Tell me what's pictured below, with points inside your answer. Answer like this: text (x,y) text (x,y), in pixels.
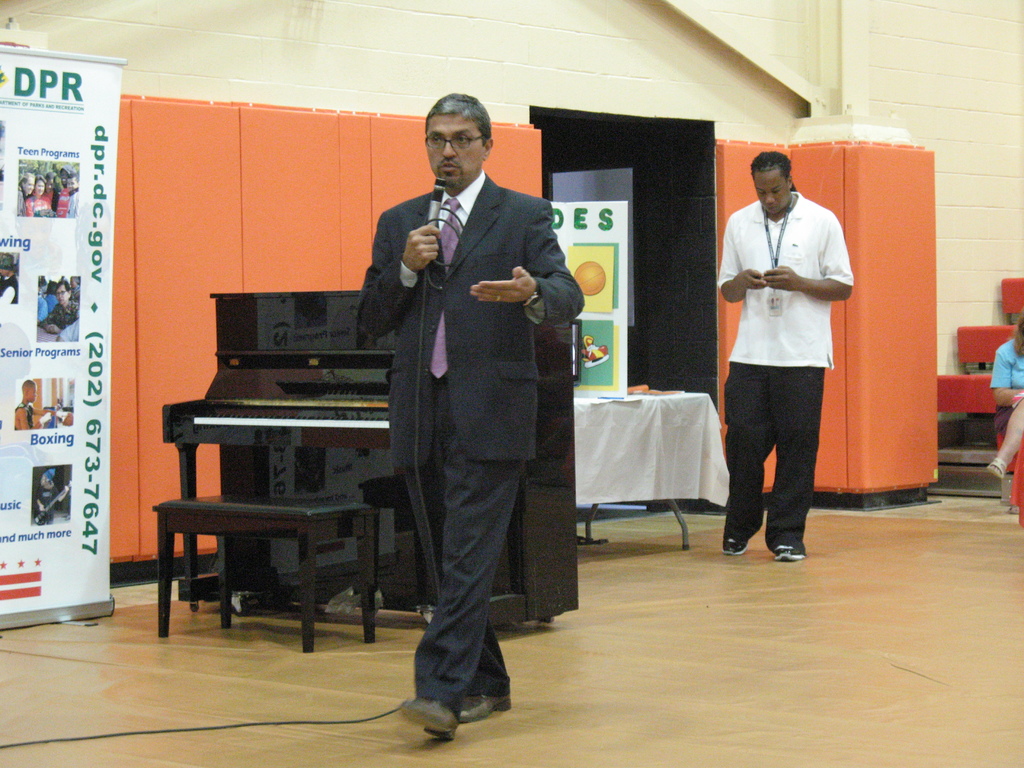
As we can see in the image there is a banner (36,175), yellow color wall (982,151), two people (801,328) standing over here and a table (615,400).
